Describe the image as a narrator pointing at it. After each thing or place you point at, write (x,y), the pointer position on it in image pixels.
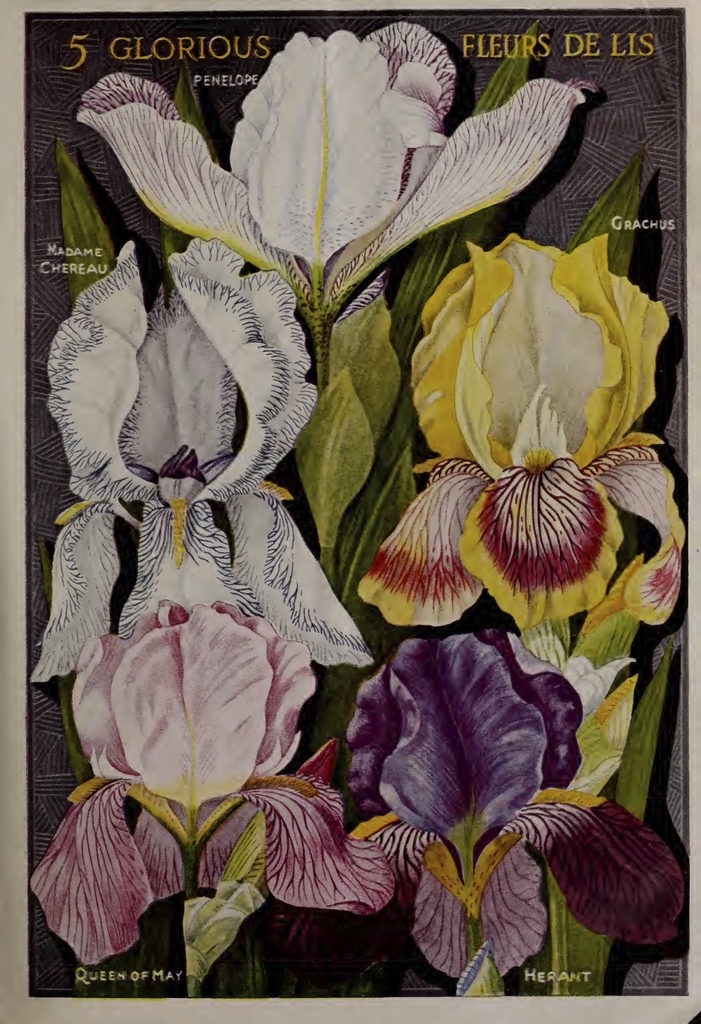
This is a paper (281,301). In this picture we can see the flowers (317,583), leaves (633,745) and text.
